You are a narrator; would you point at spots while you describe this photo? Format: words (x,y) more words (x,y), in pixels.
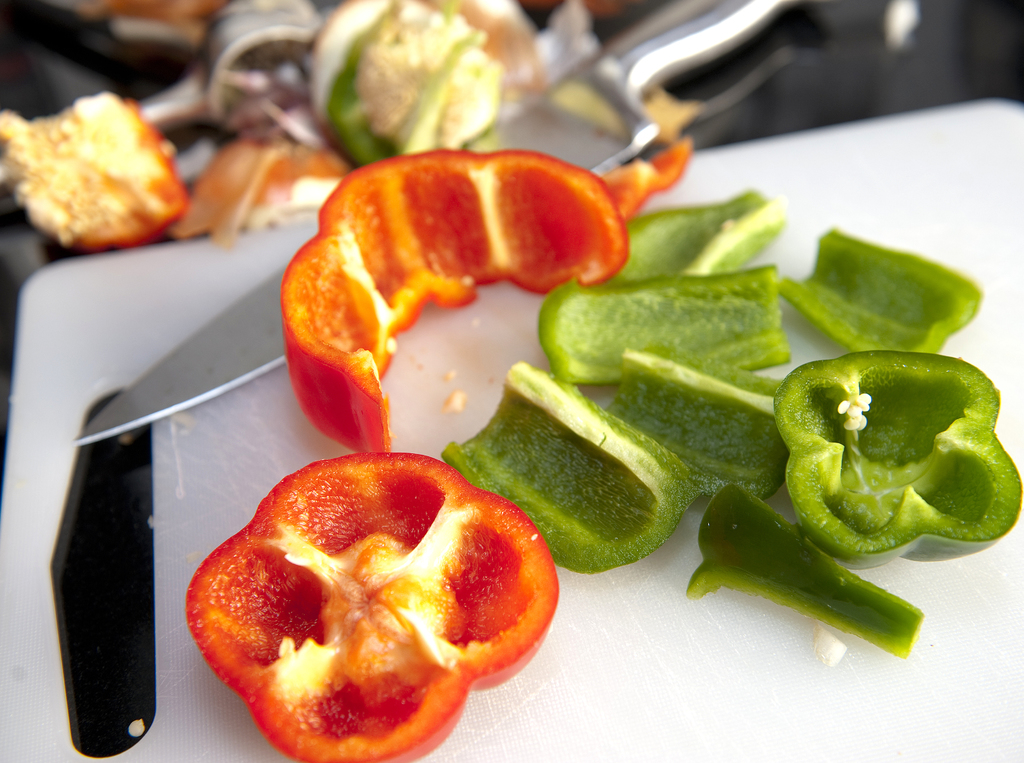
In the foreground of this image (512,423), there are capsicum pieces (458,597) on the chop board (658,621) and the background (741,47) images are not clear.
